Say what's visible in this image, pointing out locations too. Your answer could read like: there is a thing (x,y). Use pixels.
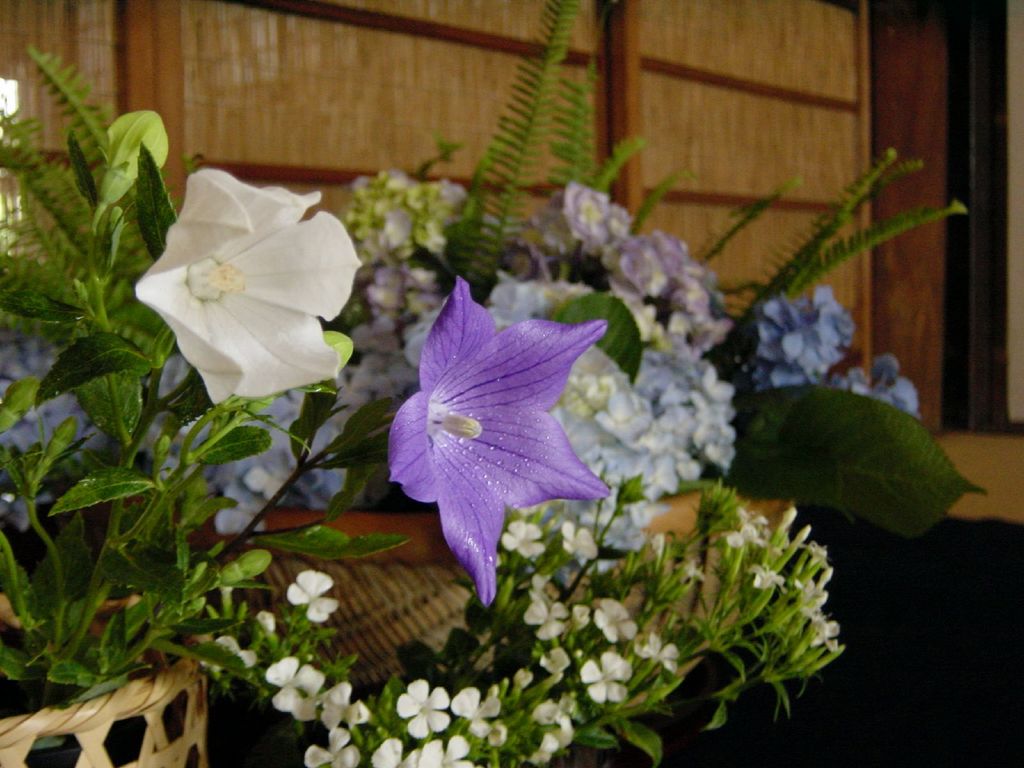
In the foreground of this image (387,453), there are flowers (458,512) to the plants (145,597) are in the basket (121,709). In the background (756,116), it seems like a wooden wall (800,47).
